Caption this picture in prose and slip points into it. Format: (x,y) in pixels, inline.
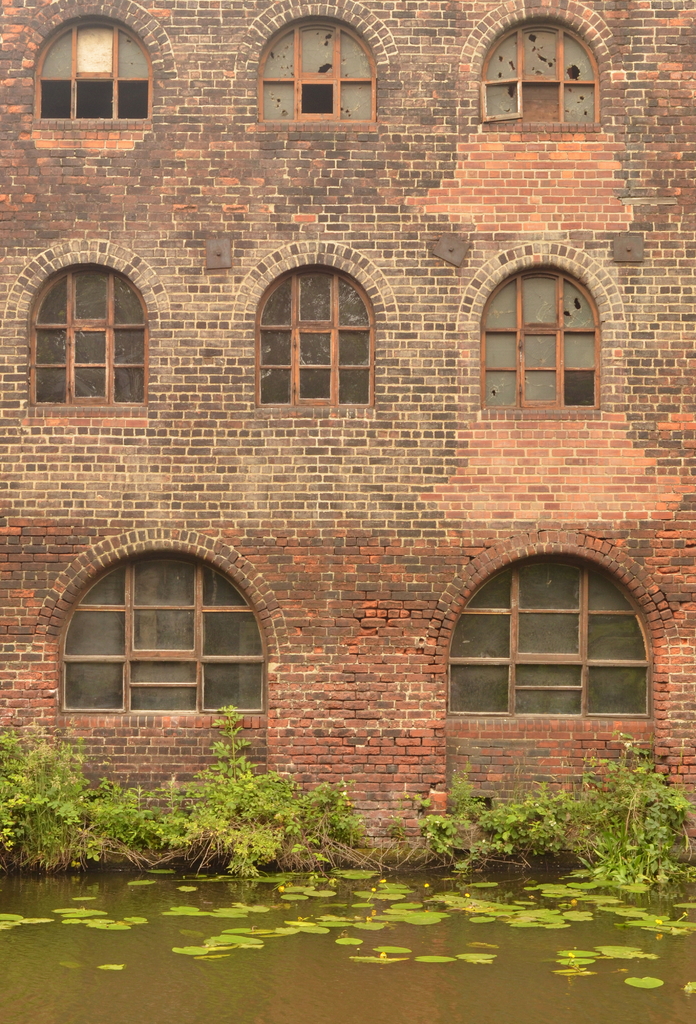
In this image I can see the water (290,906). In the background (276,780) I can see few plants (604,871) in green color and the building (313,406) is in brown color and I can see few windows (145,699).
